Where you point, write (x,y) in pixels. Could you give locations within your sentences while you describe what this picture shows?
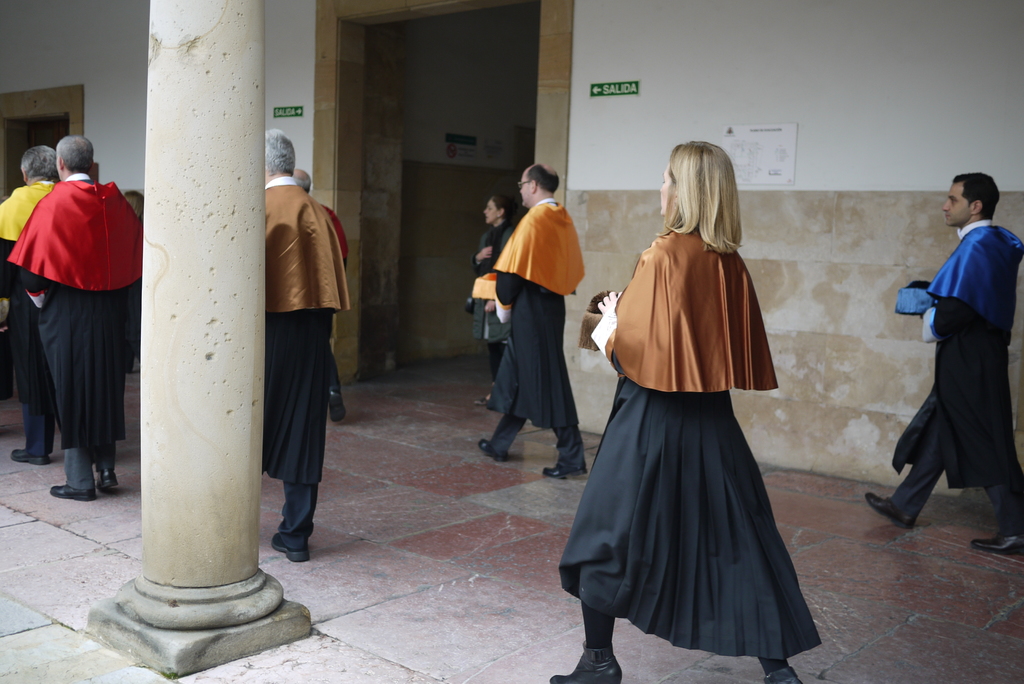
In this image there are group of people (14,196) walking, and in the background (769,163) there are direction boards (603,94), papers (755,155) stick to the walls (420,211), pillar (238,119).
